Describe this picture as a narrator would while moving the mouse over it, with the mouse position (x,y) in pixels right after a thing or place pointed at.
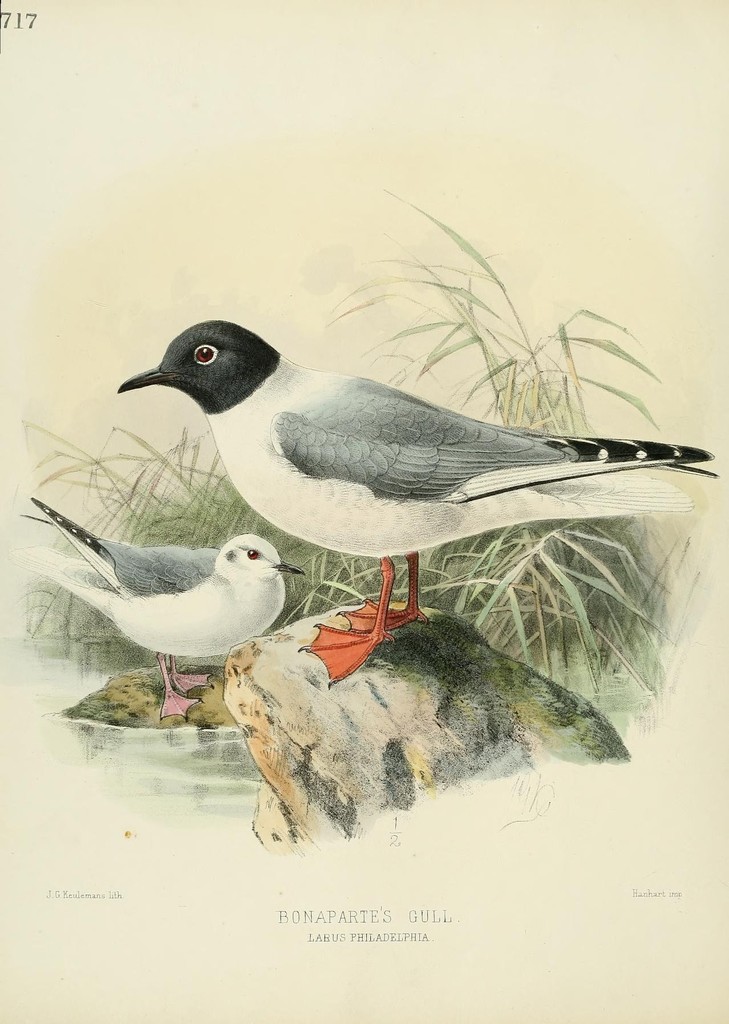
This is an art image where we can see birds (448,422) on the rocks (389,645), grass (360,577) and water (249,810). Here we can see some watermarks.
